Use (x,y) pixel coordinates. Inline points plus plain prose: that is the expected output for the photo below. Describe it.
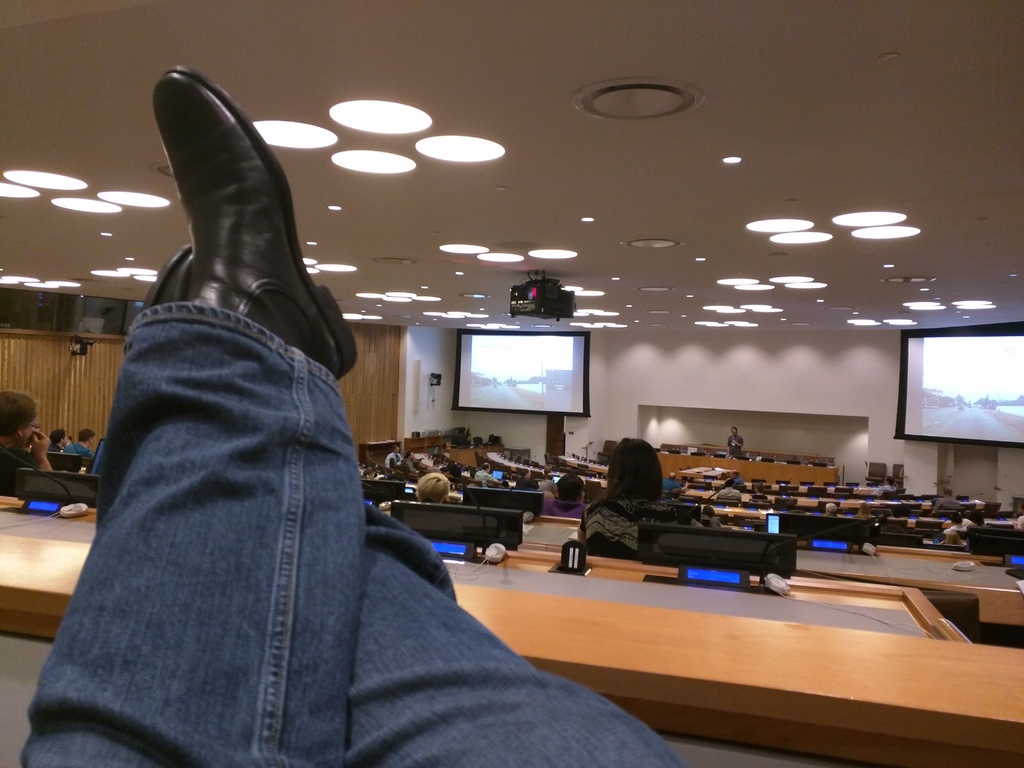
In this image I can see number of people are sitting on benches (491,545). Here I can see a leg (162,420) and shoe (229,280). In the background (505,363) I can see two projectors screen (477,340).
